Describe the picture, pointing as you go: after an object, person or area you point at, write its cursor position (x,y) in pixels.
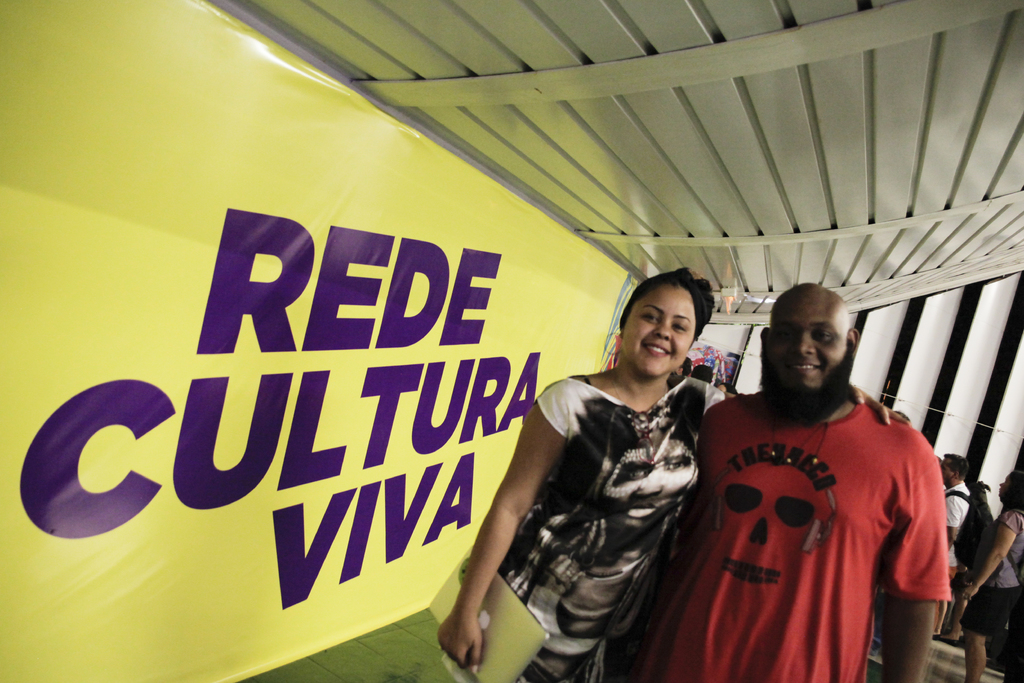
This image consists of two persons (602,519). One is a woman (870,398), another one is the man (747,596). They are standing. The woman (569,629) is holding a laptop (498,610).
